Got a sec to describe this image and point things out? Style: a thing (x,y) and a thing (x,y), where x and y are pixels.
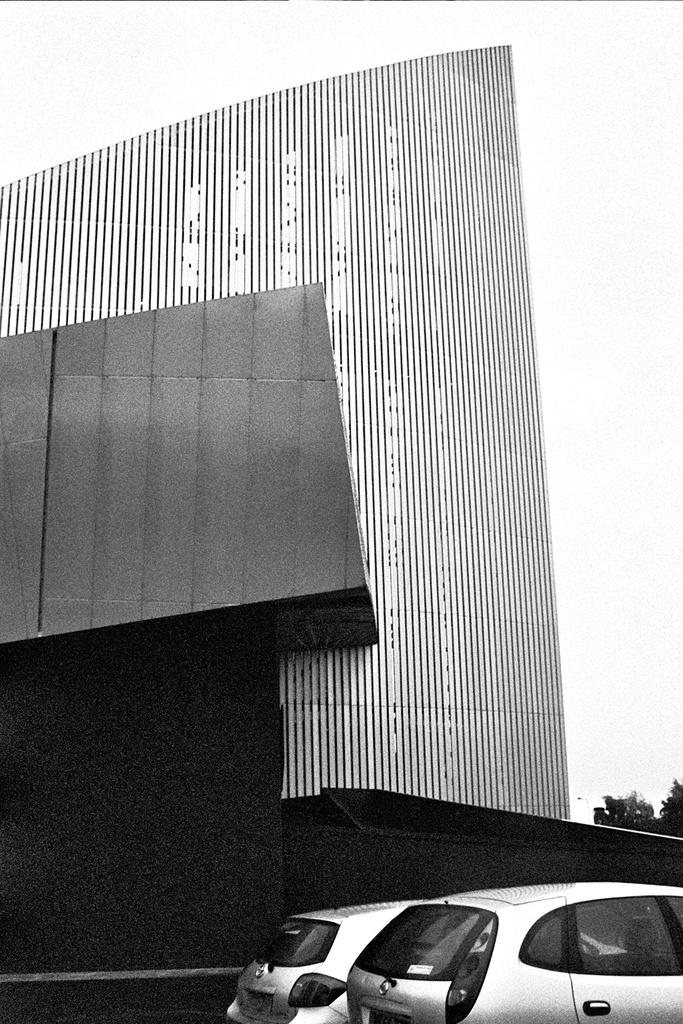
In front of the image there are cars (377,940). Behind the cars (241,983) there is a building (358,610). There are trees (682,812).
